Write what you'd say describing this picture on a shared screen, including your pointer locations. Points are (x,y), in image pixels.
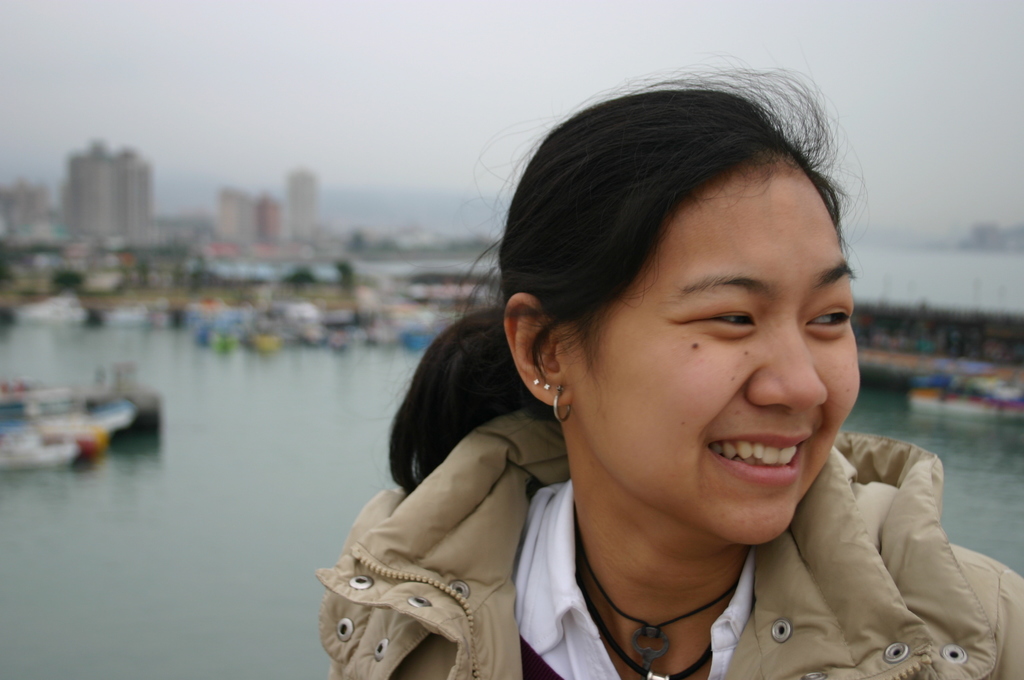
In this picture, we can see a woman (600,351) in a jacket (477,679) and behind the woman (600,351) there is water (268,404), buildings (150,184), sky (232,133) and some blurred items (131,305).
